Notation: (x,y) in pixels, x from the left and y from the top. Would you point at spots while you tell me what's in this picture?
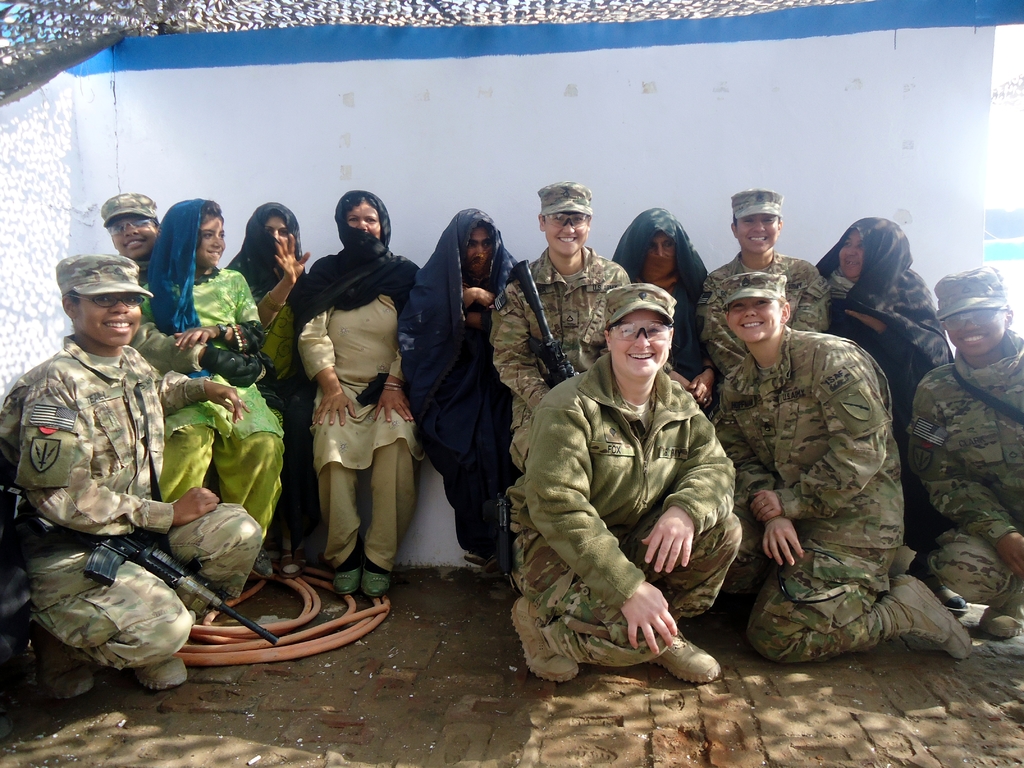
In the picture we can see these persons (129,347) wearing army uniforms (637,407), caps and shoes (164,668) are holding weapons (159,562) and we can see a few more people (437,368) wearing dresses (437,425) are sitting near the wall (566,177) which is in white color.
